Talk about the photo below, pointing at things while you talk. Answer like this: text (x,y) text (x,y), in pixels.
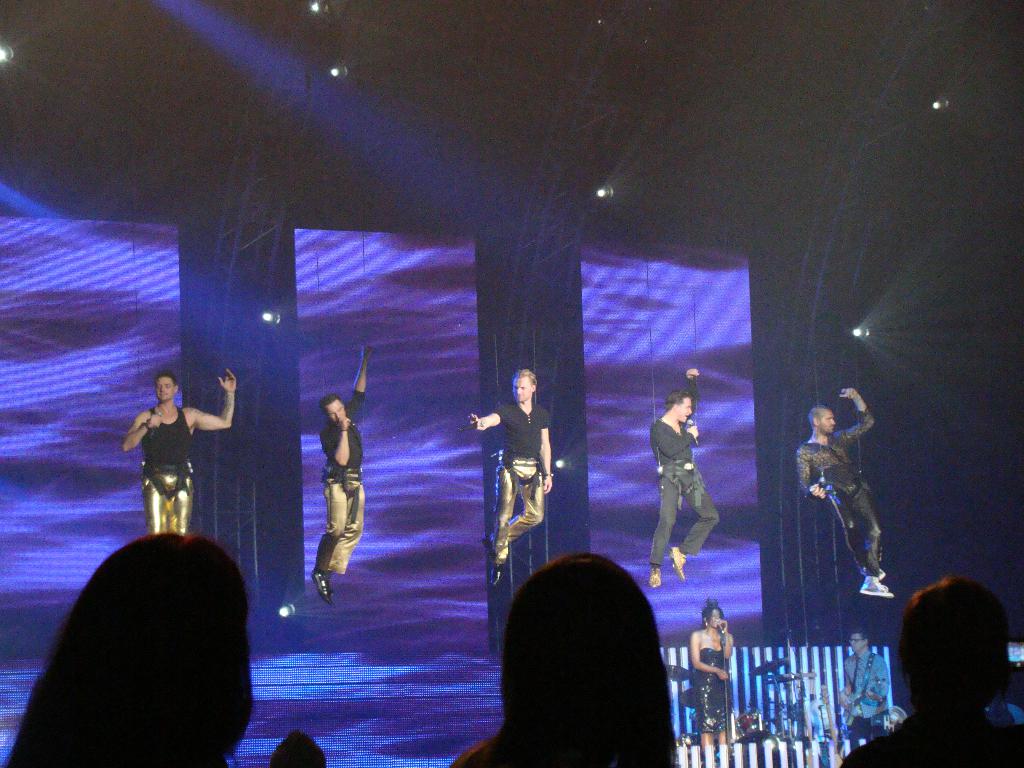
In this image, there are a few people (671,528). Among them, we can see some people (542,453) hanging. We can also see a lady (707,684) holding a microphone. We can see some musical instruments (779,715) and some white colored objects (819,669). In the background (378,316), we can see the screen (349,284) and some lights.
